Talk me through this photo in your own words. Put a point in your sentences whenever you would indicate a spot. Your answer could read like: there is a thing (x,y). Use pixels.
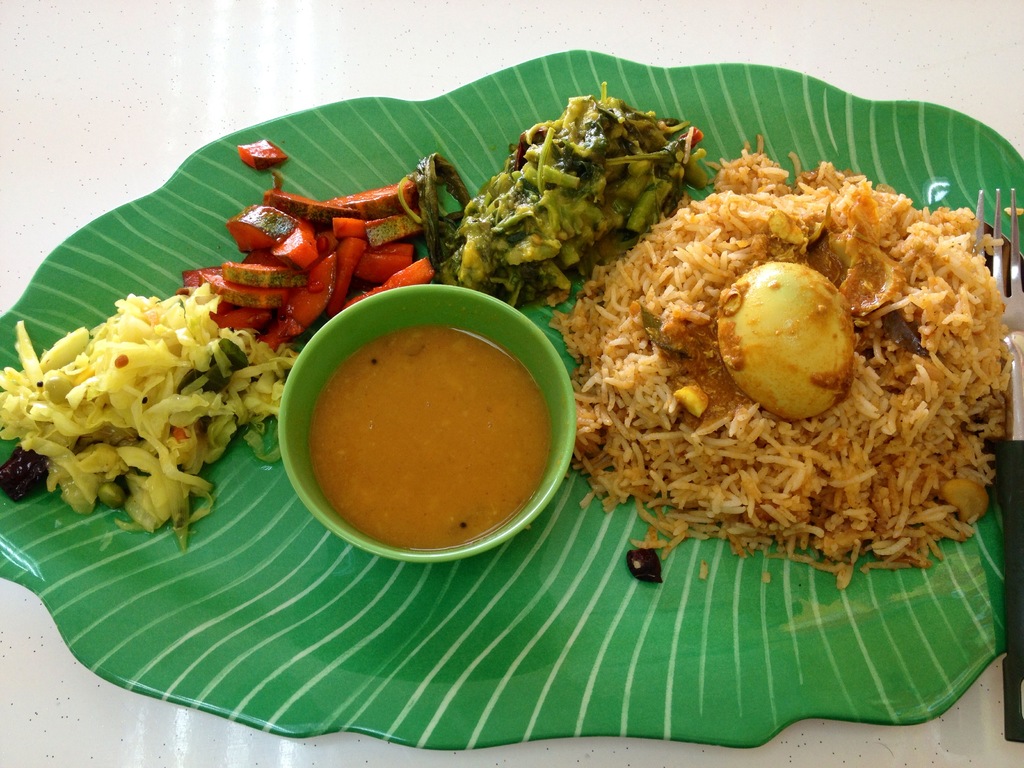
In this picture I can see food items (966,420), fork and a bowl (324,382) with a liquid (350,432) in it, on the plate (45,547), on an object (31,59).
